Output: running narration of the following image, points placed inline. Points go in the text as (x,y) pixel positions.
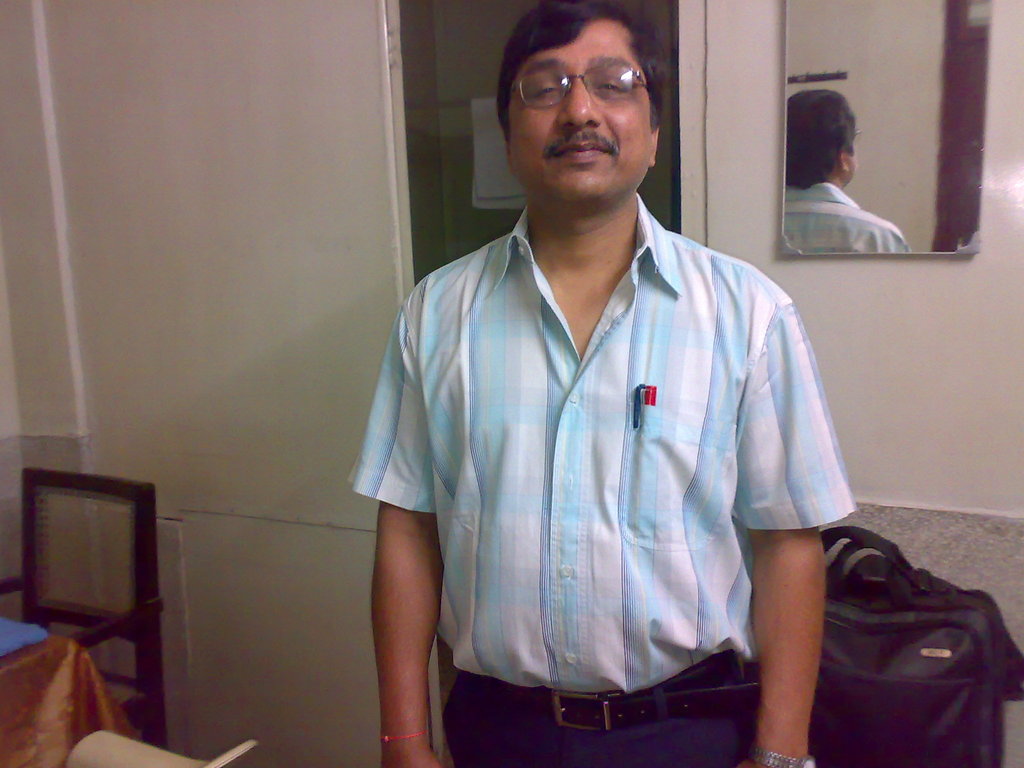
The man (538,433) in front of the picture wearing blue shirt (543,561) and blue jeans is standing and he is smiling. Behind him, we see a black bag (860,744) and a white wall (876,441) on which mirror (825,242) is placed. Beside that, we see a door (441,219), a chair (60,618) and a table (107,719). This picture is clicked inside the room (361,251).
